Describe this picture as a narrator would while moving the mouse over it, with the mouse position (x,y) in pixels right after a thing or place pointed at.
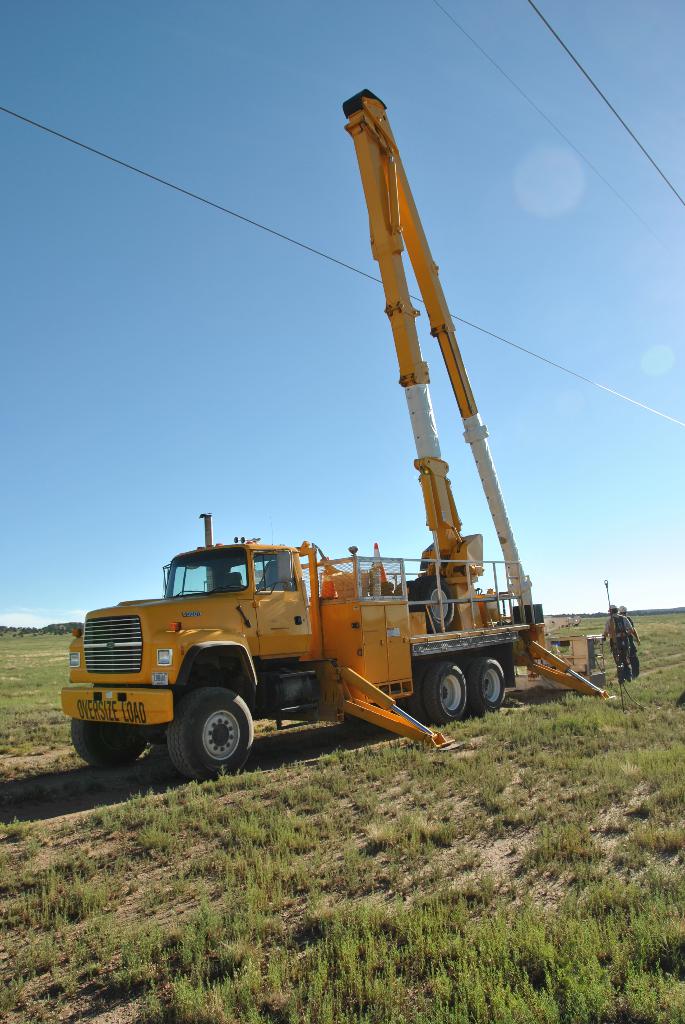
This picture shows a crane (356,140). It is yellow and white in color and we see few people (638,643) standing on the ground (638,724) and we see grass (171,983) on the ground (641,909) and a blue sky (375,479).
